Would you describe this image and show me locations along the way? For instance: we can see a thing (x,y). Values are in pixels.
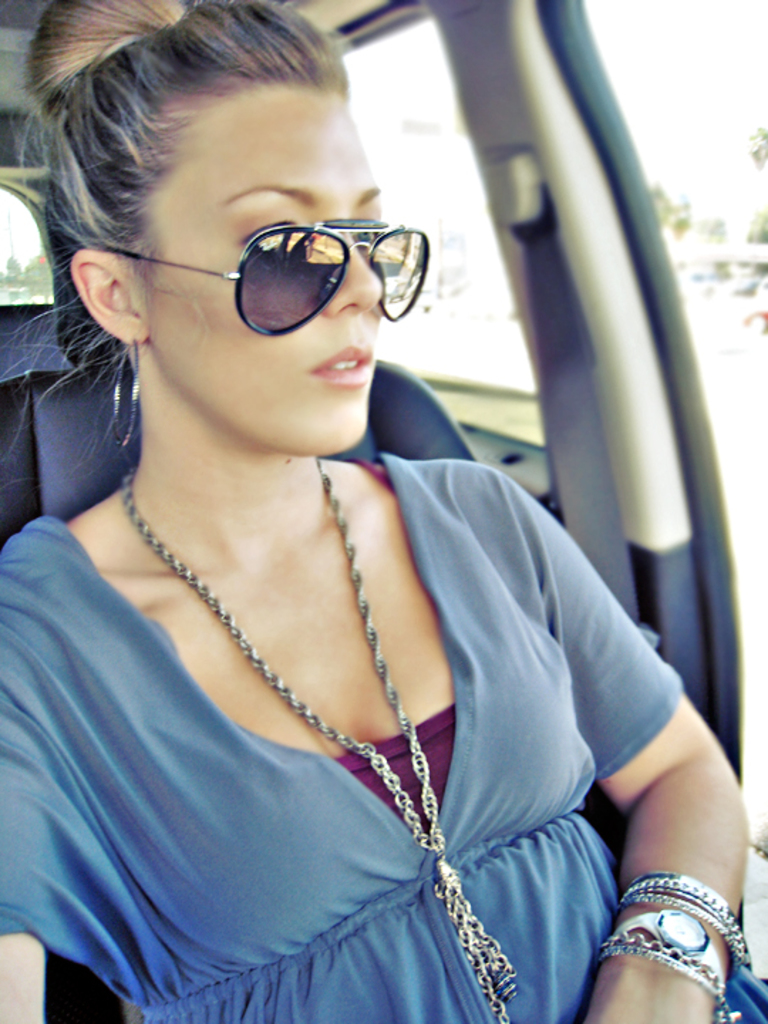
In this image I can see a woman (266,802) wearing blue colored dress (215,849) and black goggles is sitting inside a vehicle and through the windows (498,280) of the vehicle (610,287) I can see few trees (755,162) and the sky (736,199).
